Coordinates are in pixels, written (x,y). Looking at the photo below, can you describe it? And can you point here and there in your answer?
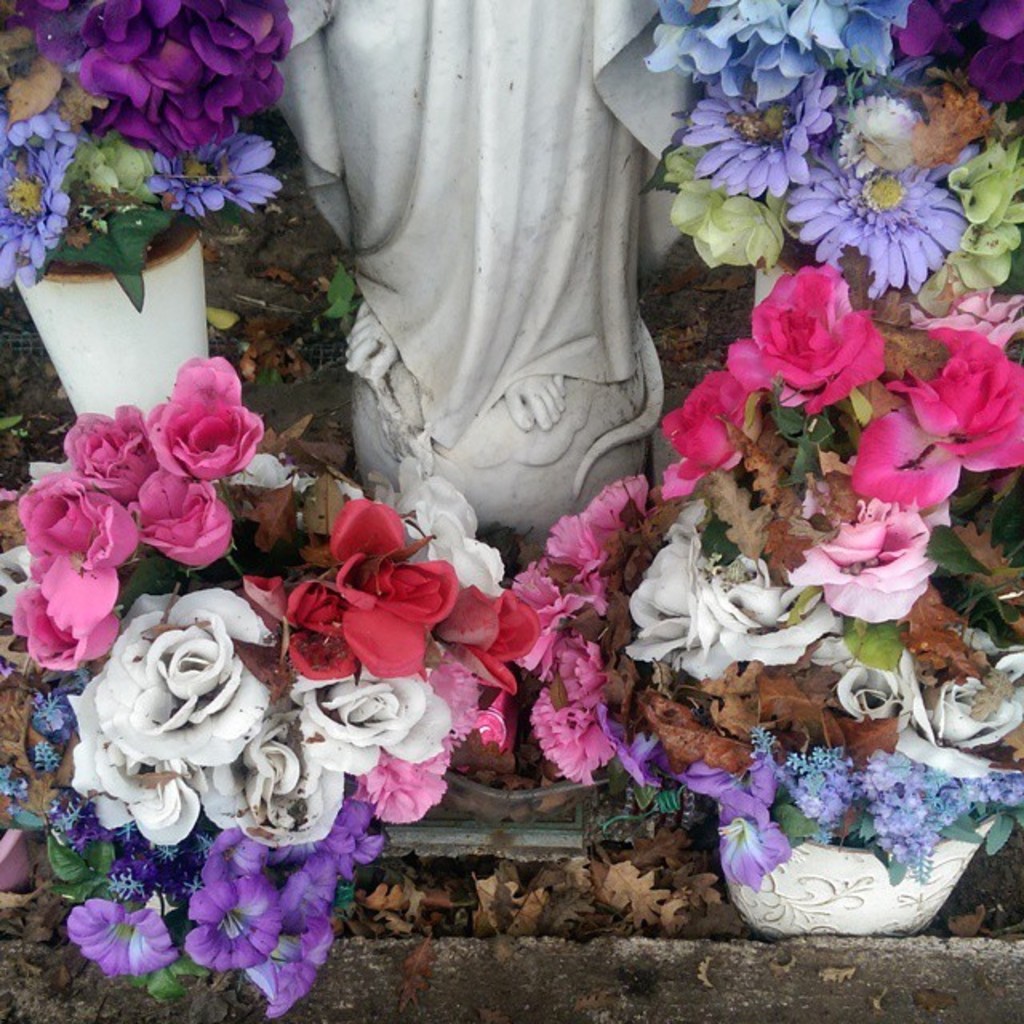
In this image I can see flower pots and flowers (198,698) and sculptures (356,430) visible.
